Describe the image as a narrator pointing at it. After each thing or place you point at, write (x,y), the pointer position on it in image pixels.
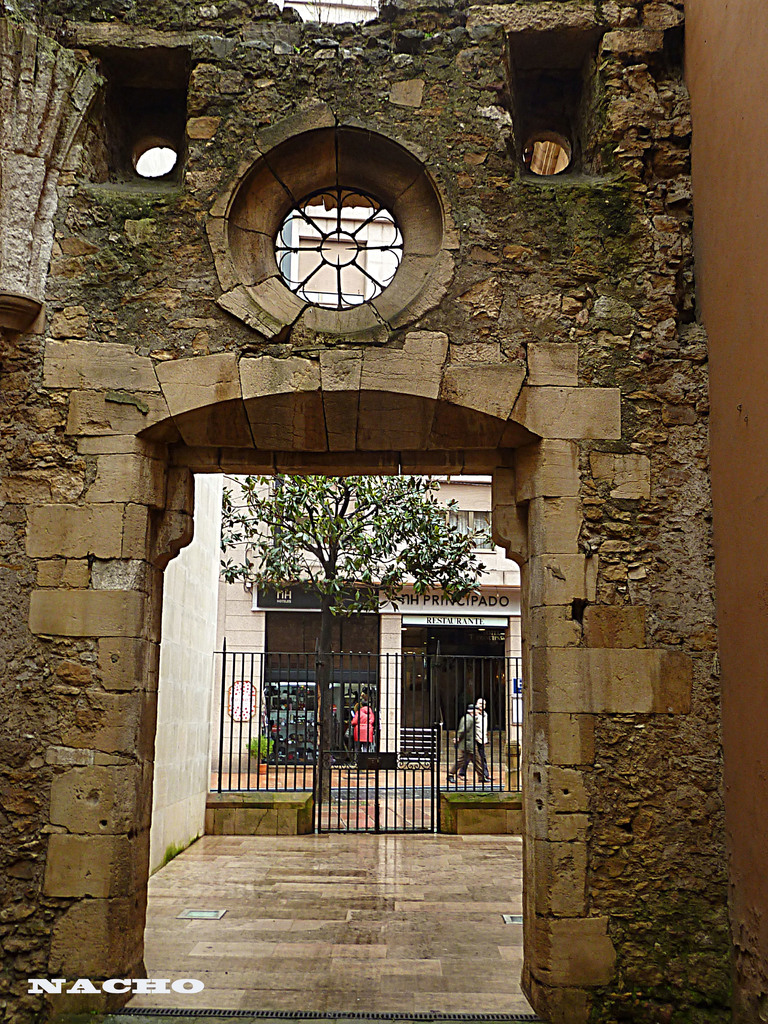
This looks like an arch (579,964). This is an iron gate (381,733). I can see the tree (336,538) with branches (338,542) and leaves (422,538). I can see two people (485,737) walking behind the gate (484,657). This looks like a building (475,608). At the bottom of the image (48,983), I can see the watermark (60,982).
